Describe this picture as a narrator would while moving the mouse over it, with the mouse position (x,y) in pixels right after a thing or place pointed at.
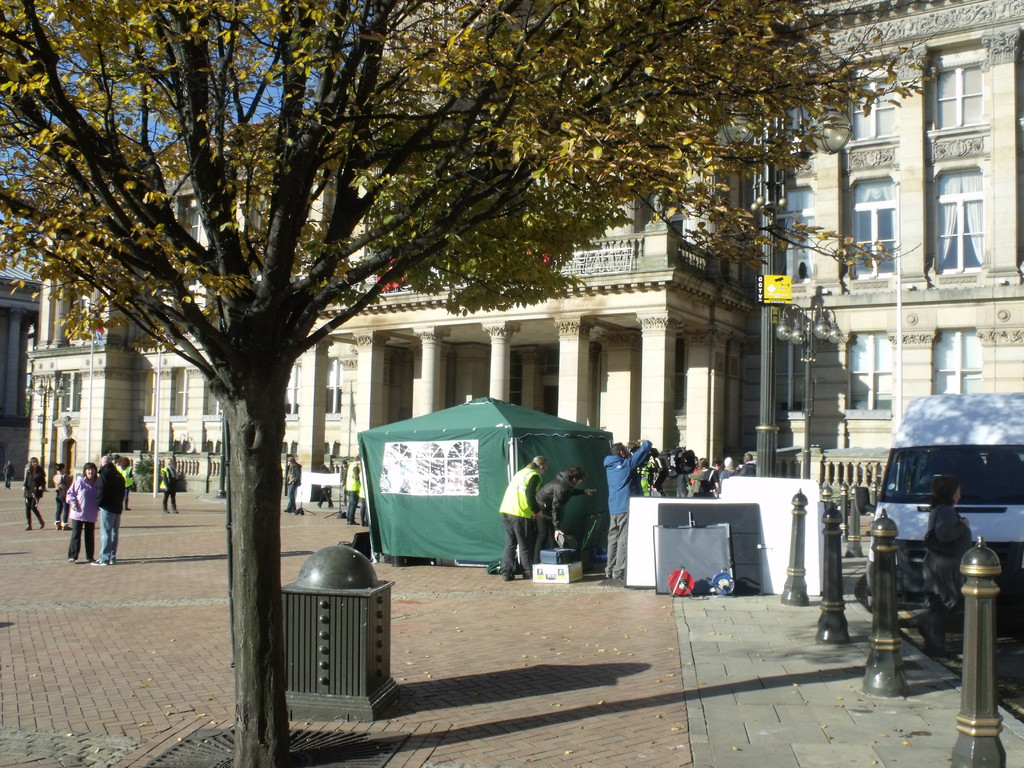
In this image, I can see a building (715,345) with the windows (76,390) and pillars (429,376). In front of a building (519,401), I can see a tent (424,484), tree (344,151), lamp poles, groups of people (350,486) standing and few other objects (774,500). On the right side of the image (969,436), there is a vehicle (978,468).
